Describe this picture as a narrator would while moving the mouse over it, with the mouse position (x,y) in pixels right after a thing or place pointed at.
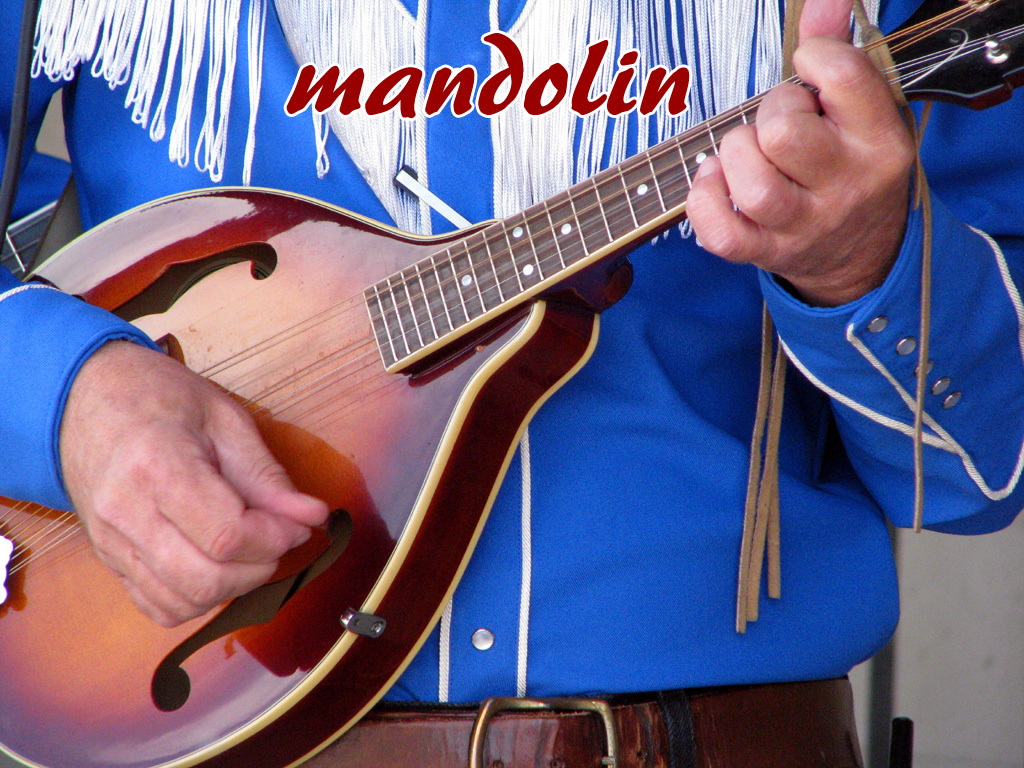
In this image I can see the person (253,453) holding the musical instrument (345,364) and the person (287,183) is wearing the blue, white and brown color dress (634,739). I can see the white background (908,642).
